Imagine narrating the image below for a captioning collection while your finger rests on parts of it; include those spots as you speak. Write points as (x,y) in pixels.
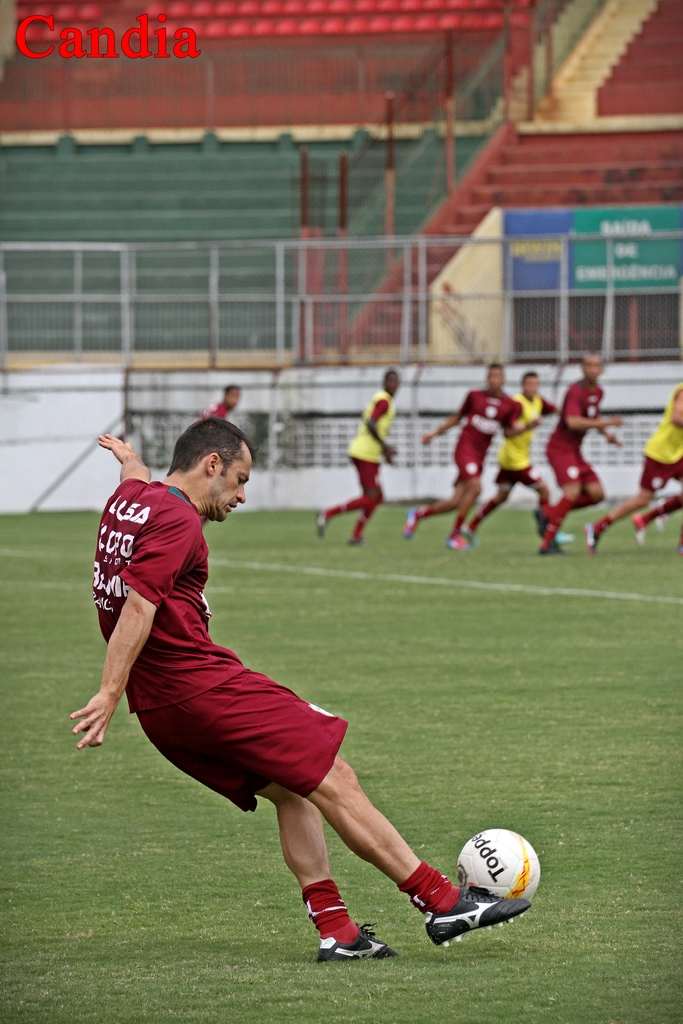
It is a football ground (639,548), there are few players (434,433) here. The first man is kicking the ball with his right leg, he wearing red color dress (181,677) and the ground (495,718) is surrounded with lot of grass (438,552), in the background (530,87) we can see the stadium (167,345) which is empty.
